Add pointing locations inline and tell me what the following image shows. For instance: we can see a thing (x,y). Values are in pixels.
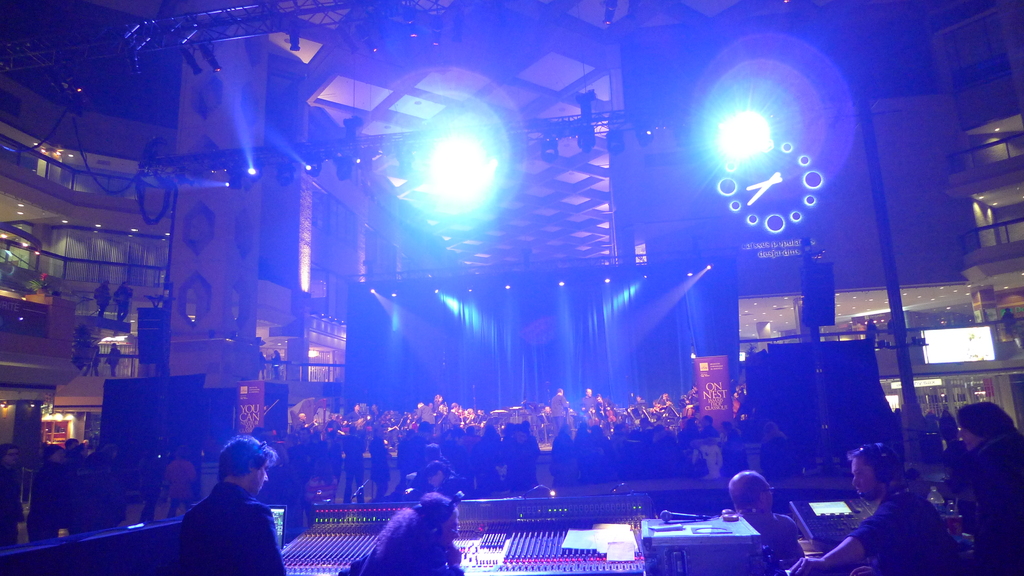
At the bottom of the image (66,488) few people (366,575) are standing and sitting. In front of them we can see some electronic devices (643,492) and microphones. In the middle of the image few people (615,460) are standing and sitting. Behind them we can see a wall (626,159), on the wall (838,286) we can see some banners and poles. At the top of the image (385,130) we can see ceiling (771,5), lights (445,177) and poles (257,27).
